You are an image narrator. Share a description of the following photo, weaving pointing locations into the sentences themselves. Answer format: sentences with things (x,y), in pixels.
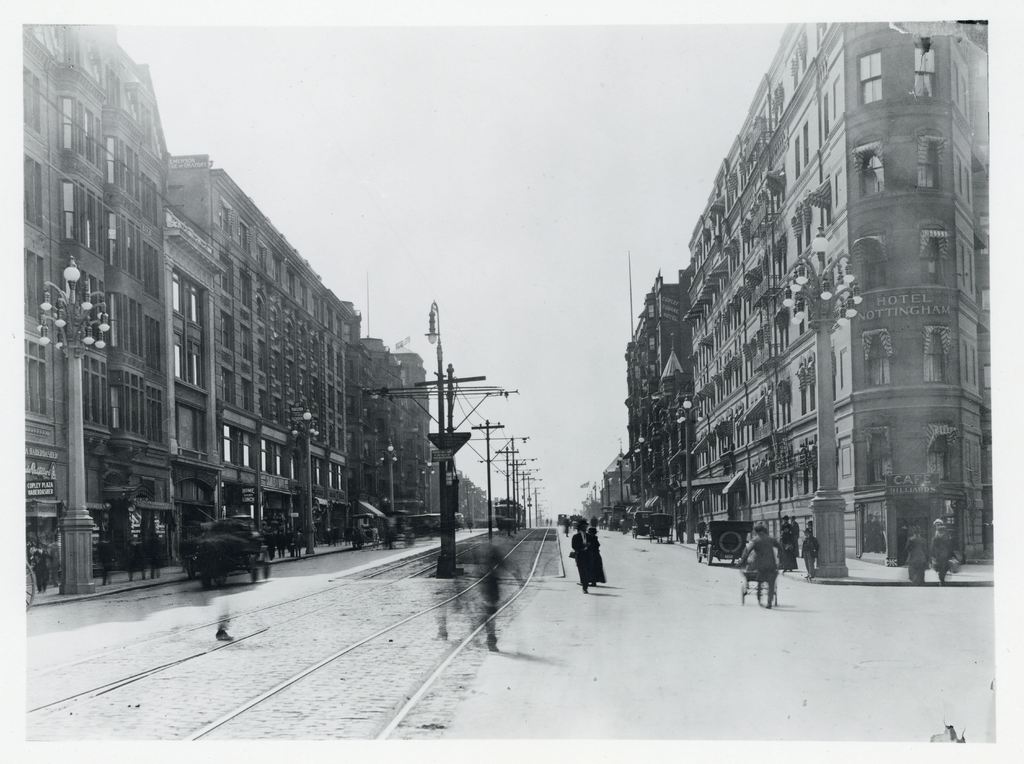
This is a black and white image. In the center of the image (505,500) there is a train (505,514) on railway track (527,550) and the light poles (523,481). On the right side of the image (982,265) there are vehicles (771,589), persons (751,544) and building (726,210). On the left side of the image (266,548) there are vehicles (261,543), persons (293,541) and building (288,377). In the background (450,129) there is a sky (450,129).
